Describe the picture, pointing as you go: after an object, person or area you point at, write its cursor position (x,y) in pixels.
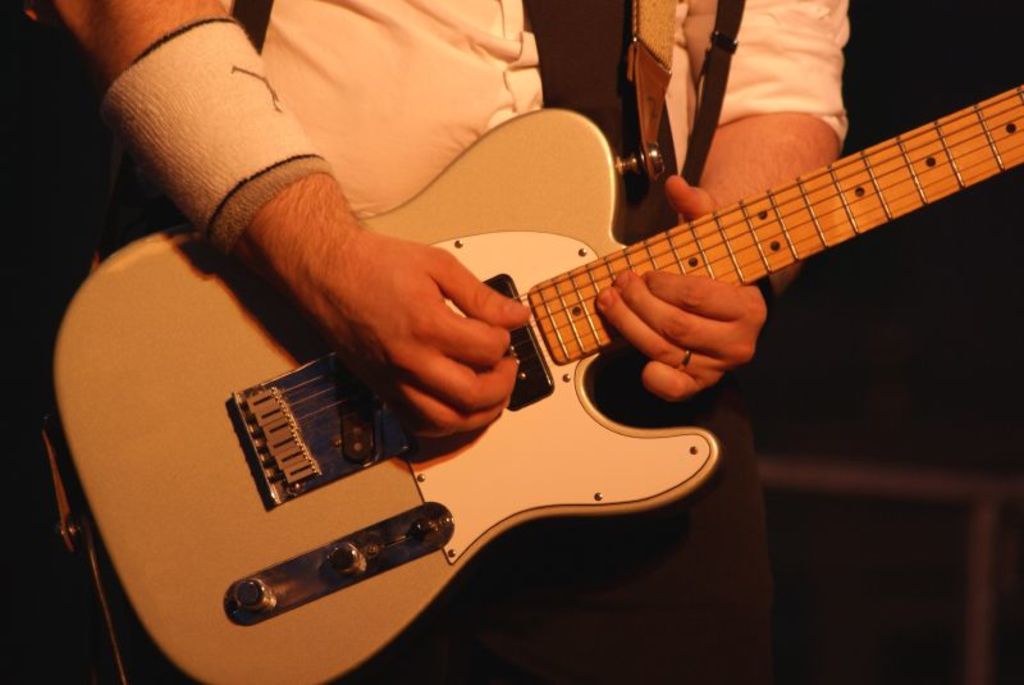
In this image there is a man (607,66) he wear white shirt (434,81), he holds a guitar (365,457), he is playing guitar (457,487).
